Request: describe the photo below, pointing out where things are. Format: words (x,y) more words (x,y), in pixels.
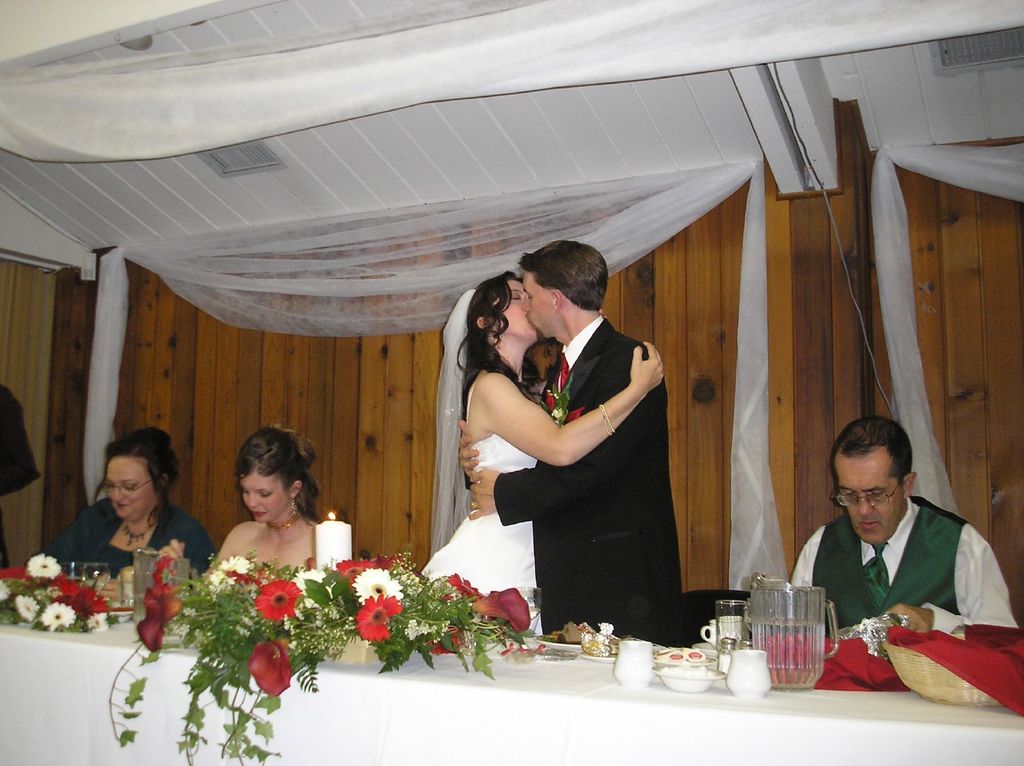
In this image there are two people (511,384) kissing each other. Beside them there are a few people (915,572) sitting on the chairs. In front of them there is a table (466,694). On top of it there are cups (649,667), bouquets (224,575) and a few other objects (698,671). In the background of the image (686,290) there is a wall (957,366). There are curtains (578,195). On top of the image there are vents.
